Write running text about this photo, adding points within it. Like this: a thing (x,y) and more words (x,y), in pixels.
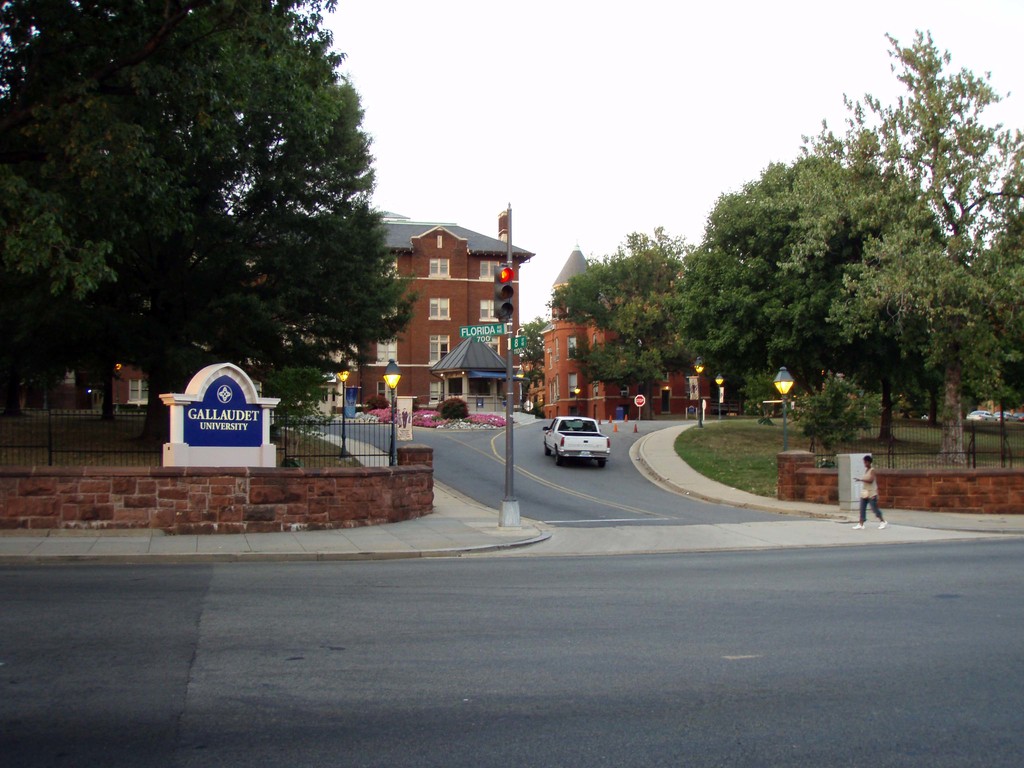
In this picture, we can see a person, road (550,416), path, vehicle (594,427), wall (123,470) with fence (350,427), and we can see some text (217,416) on the wall (225,385), we can see the ground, grass (720,430), trees (366,327), building (628,410), poles (721,417), lights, signal lights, and the sky (616,105).
